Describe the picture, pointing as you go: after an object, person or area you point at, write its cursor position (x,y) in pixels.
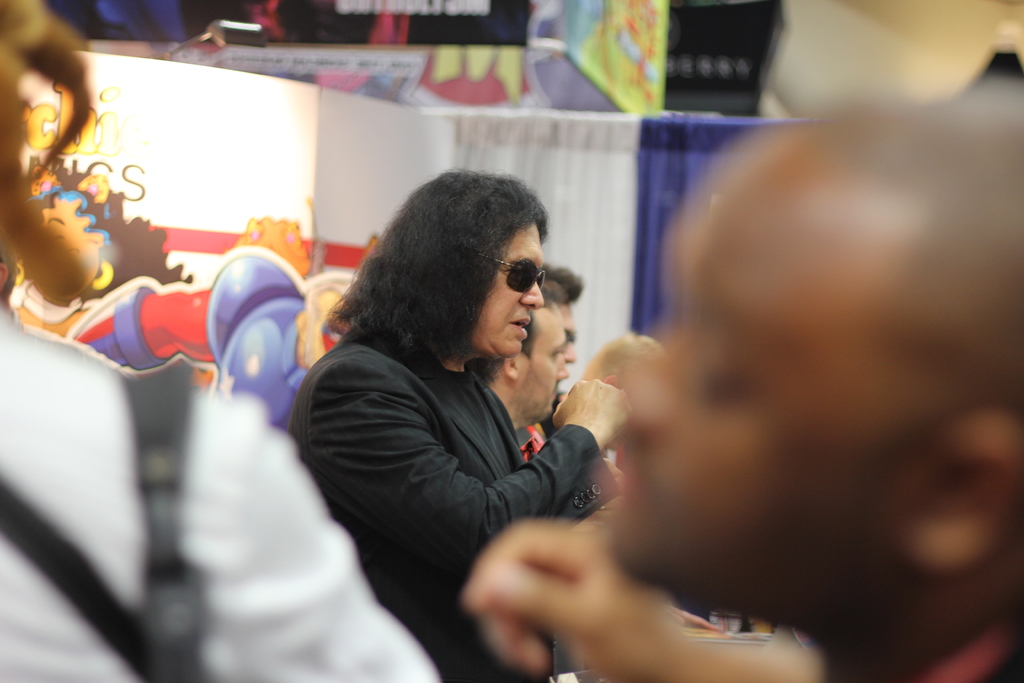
This picture describes about group of people (455,343), on the middle of the given image we can see a man (479,337), he wore spectacles (526,282), in the background (589,194) we can see curtains (601,176) and paintings (135,300) on the Wall (267,170).
